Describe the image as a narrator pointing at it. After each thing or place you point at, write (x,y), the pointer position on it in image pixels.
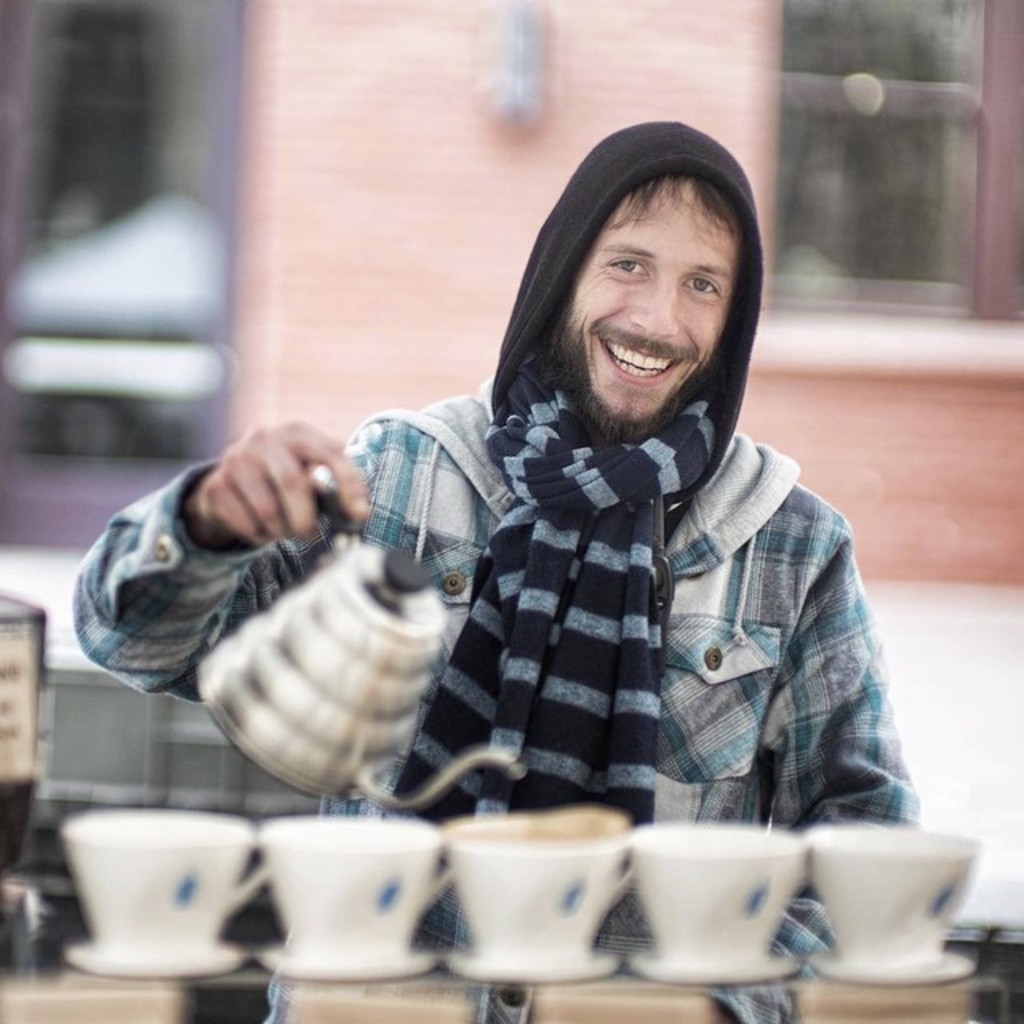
In the center of the image (651,395) there is a person (638,530) holding a tea flask (217,663) in his hand (227,500). In front of him there are tea cups (109,902). In the background of the image (331,86) there is a house (165,98). There are windows (945,46).
